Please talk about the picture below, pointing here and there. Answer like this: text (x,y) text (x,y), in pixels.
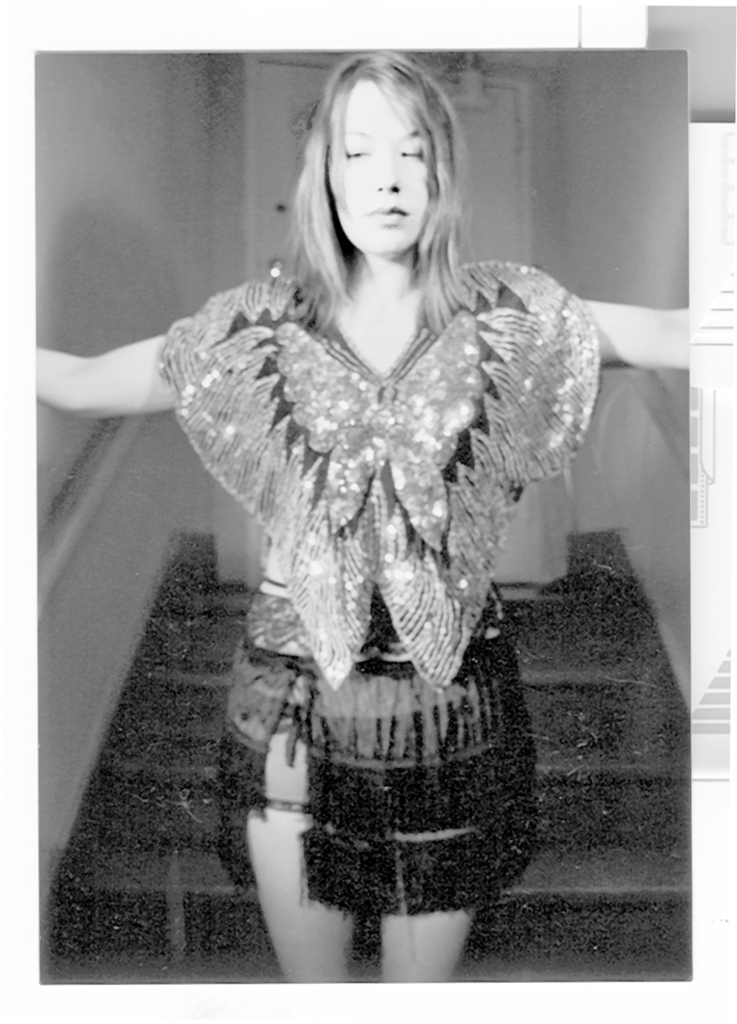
In this picture there is a woman (293,732) who is wearing dress (411,549). She is standing near to the stairs (512,927). On the background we can see door (499,261). On the right (683,105) there is a wall (662,437).
